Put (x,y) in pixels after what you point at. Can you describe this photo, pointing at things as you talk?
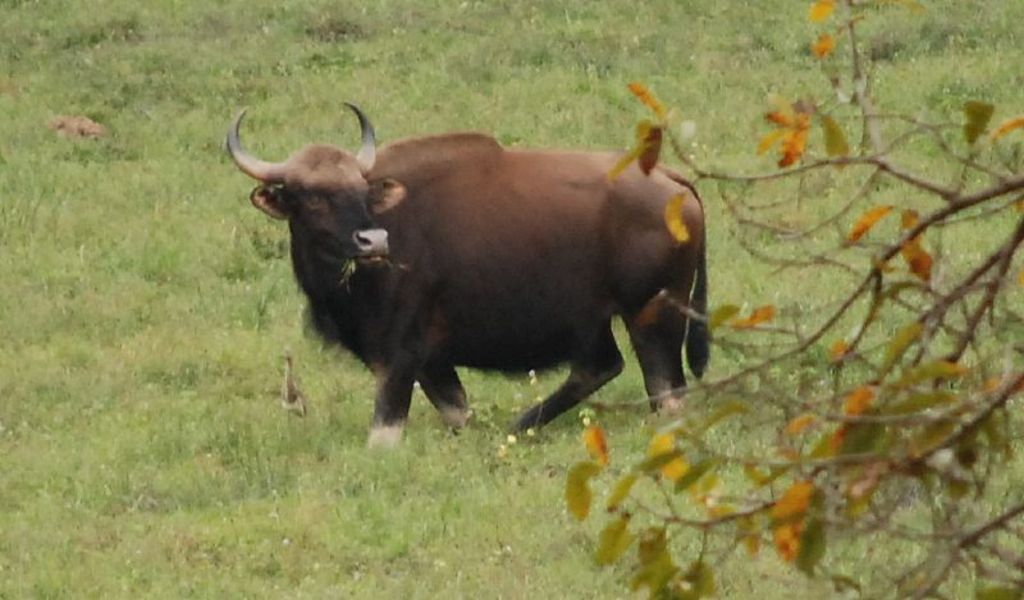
In this image I can see an animal (520,204) which is brown, cream and black in color is standing on the ground (254,440). I can see some grass (262,451) and a tree (966,441). I can see few leaves (919,254) to the tree (917,245) which are orange and green in color.
